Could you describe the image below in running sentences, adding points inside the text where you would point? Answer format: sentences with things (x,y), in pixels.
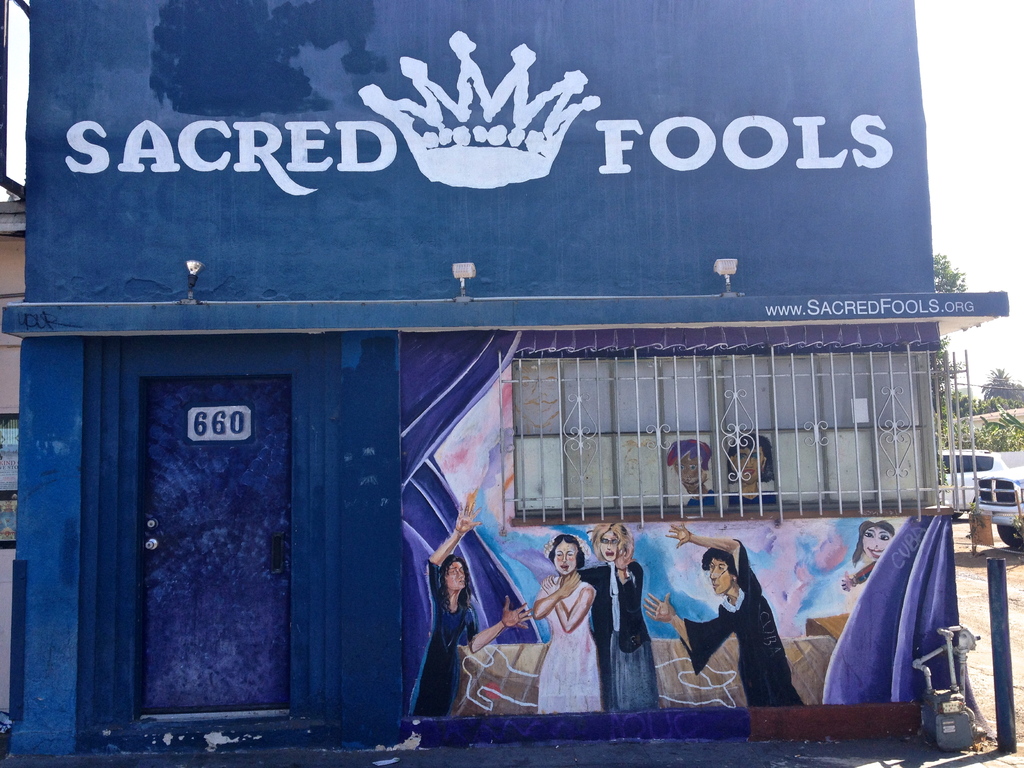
In this image there is a house (445,351) with paintings (442,522) on it, behind the house (462,500) there are cars (979,481), trees (969,435) and other houses (10,221).
